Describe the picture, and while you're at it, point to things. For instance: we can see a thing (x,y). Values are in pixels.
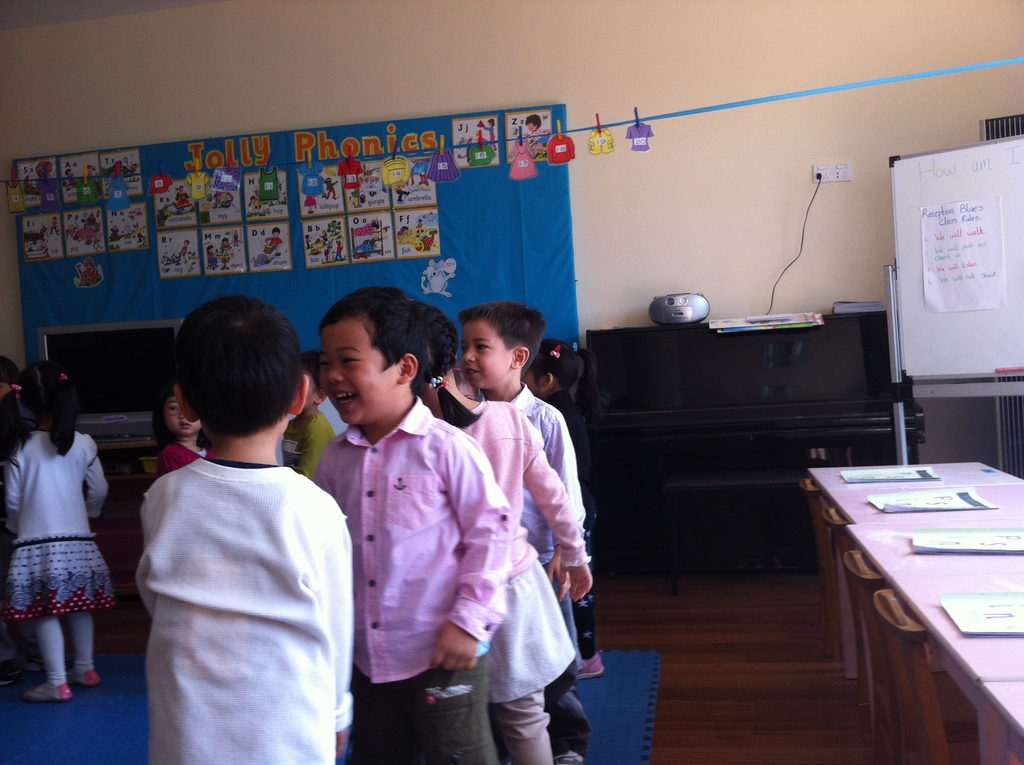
In this picture we can see a group of children (289,605) on the floor (655,606), here we can see boards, wall (932,28), monitor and some objects (812,427).
